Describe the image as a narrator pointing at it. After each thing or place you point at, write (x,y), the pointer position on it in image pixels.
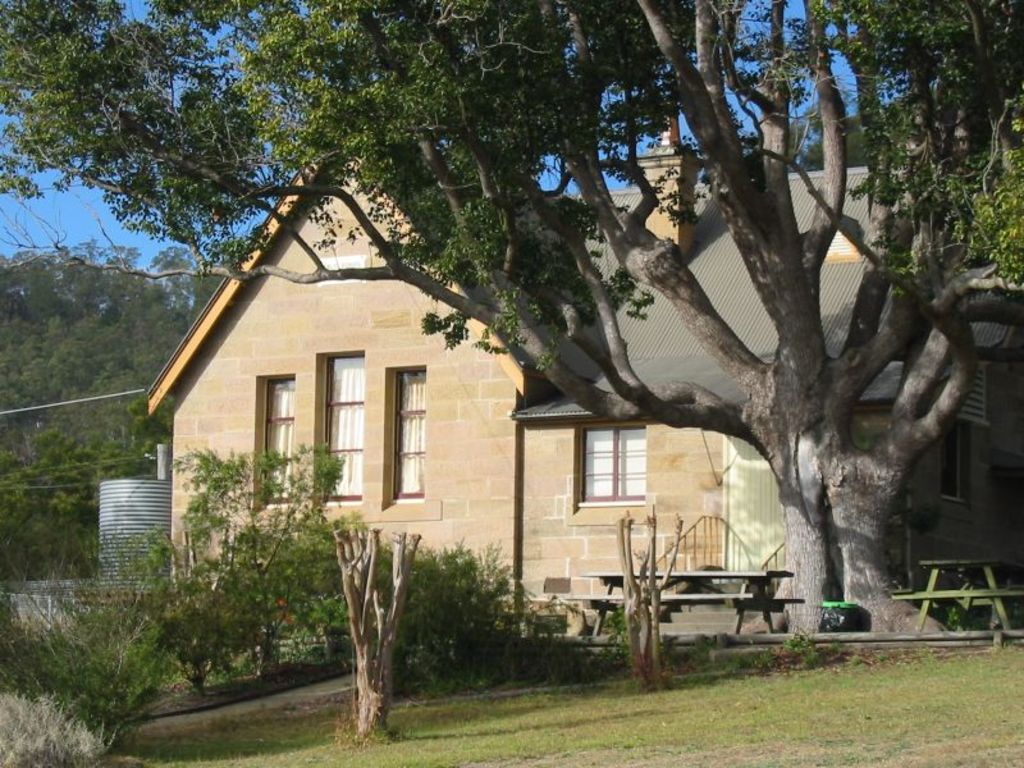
In this image, we can see a house (418,500). We can see the ground (544,707) covered with grass (509,732), plants (206,613) and trees (369,644). We can also see some benches (962,589), trunks (360,614) of trees (650,633) and a container (135,576). We can also see the sky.
